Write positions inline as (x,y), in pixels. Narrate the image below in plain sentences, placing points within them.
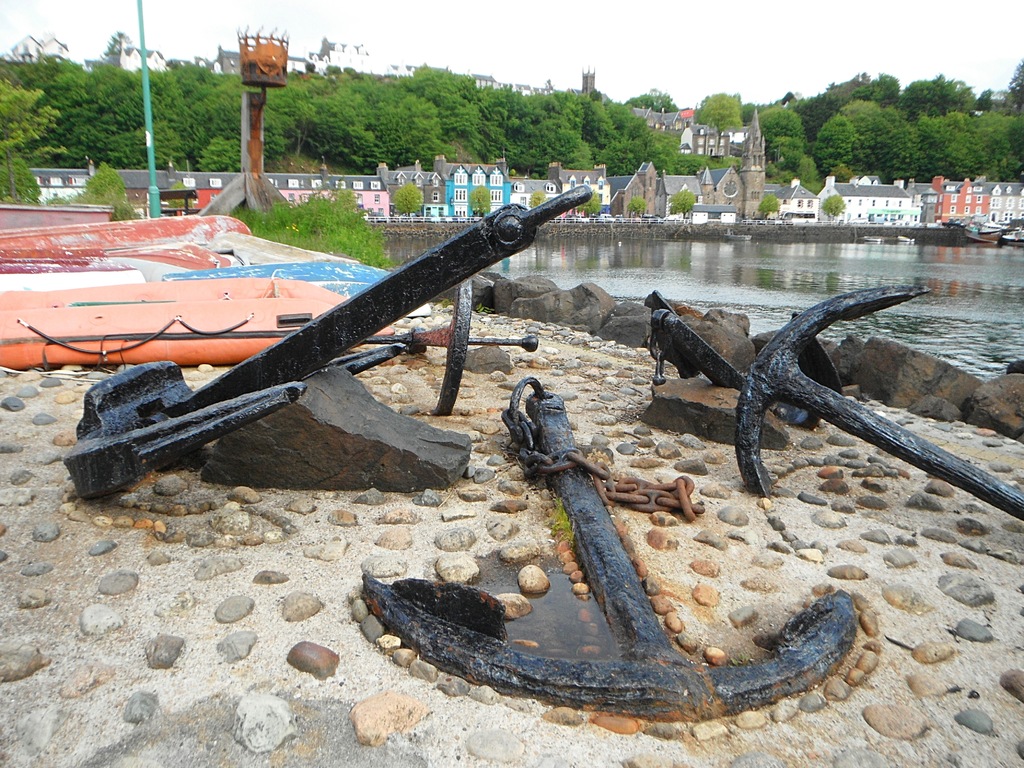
In this picture we can observe black color anchors (171,401) and stones (411,413) here. On the right side (870,273) there is a lake (771,266). In the background (616,199) there are trees (103,177), plants (311,217), buildings (360,189) and a sky (643,52).
